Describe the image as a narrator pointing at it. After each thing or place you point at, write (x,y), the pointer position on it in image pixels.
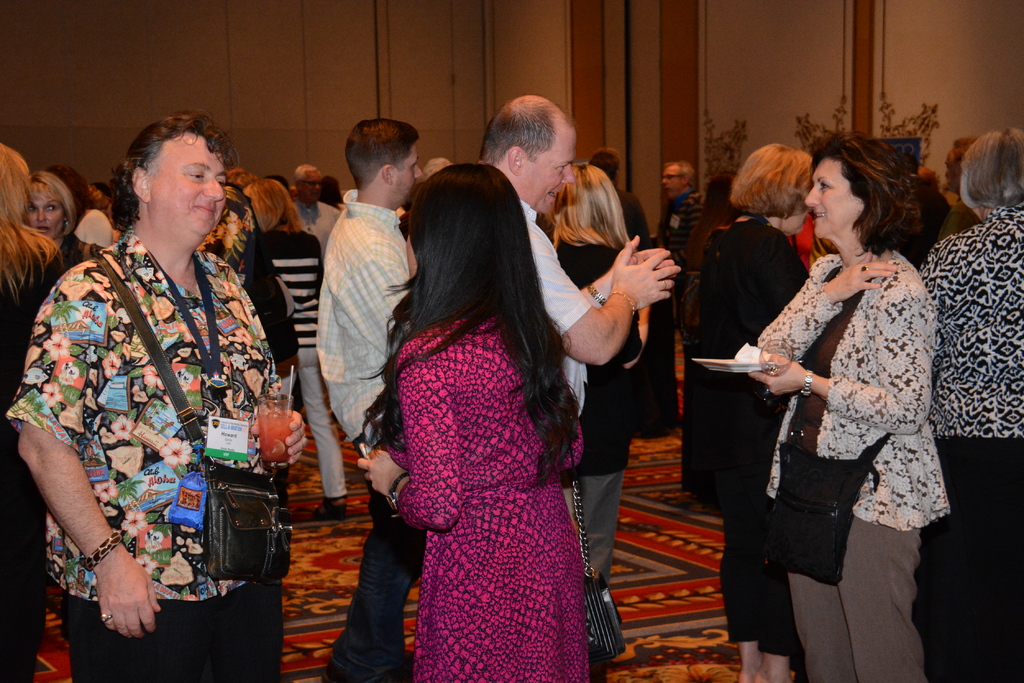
In this picture, we see many people (566,304) are standing. The man (241,292) on the left side (221,360) is wearing the bag (262,493). He is holding a glass (284,430) containing the liquid (262,418) in his hand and he is smiling. The woman (873,428) on the right side (847,381) is standing. She is holding a plate (752,363) and a glass (780,368) in her hands (772,390). She is smiling. In front of her, we see the man (545,207) in the white shirt (554,263) is standing and he is talking. In the background (359,92), we see a white wall (371,69). At the bottom (685,534), we see the carpet (660,566).
